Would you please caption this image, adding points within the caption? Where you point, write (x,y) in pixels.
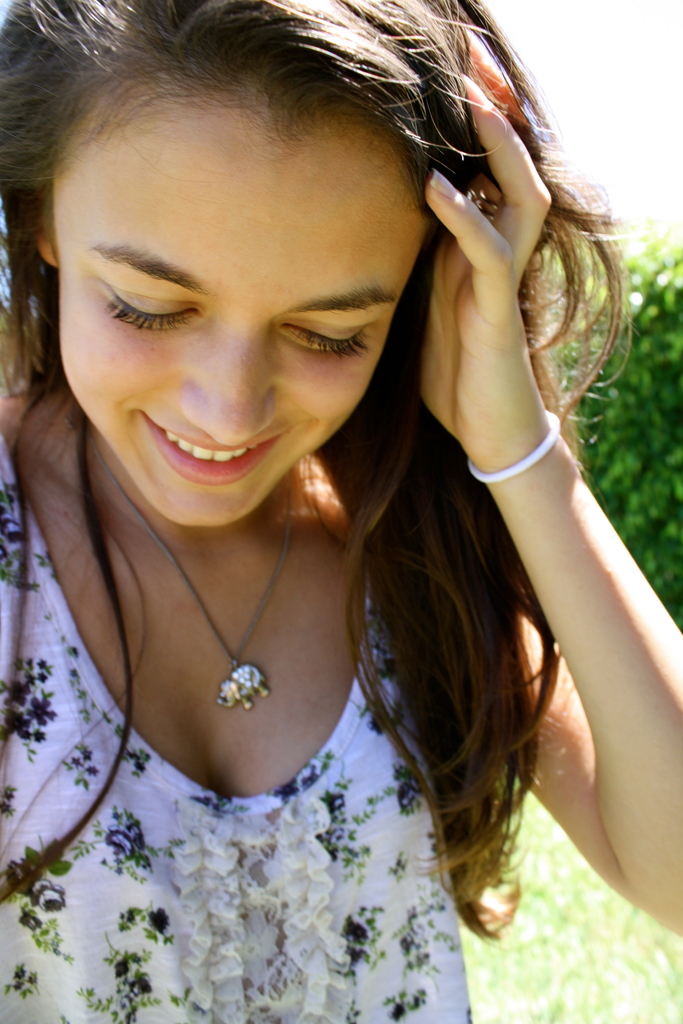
In this picture we can see a girl (250,656) is smiling in the front (240,564), at the bottom (508,930) there is grass (586,985), we can see a tree (658,592) in the background (640,378).
